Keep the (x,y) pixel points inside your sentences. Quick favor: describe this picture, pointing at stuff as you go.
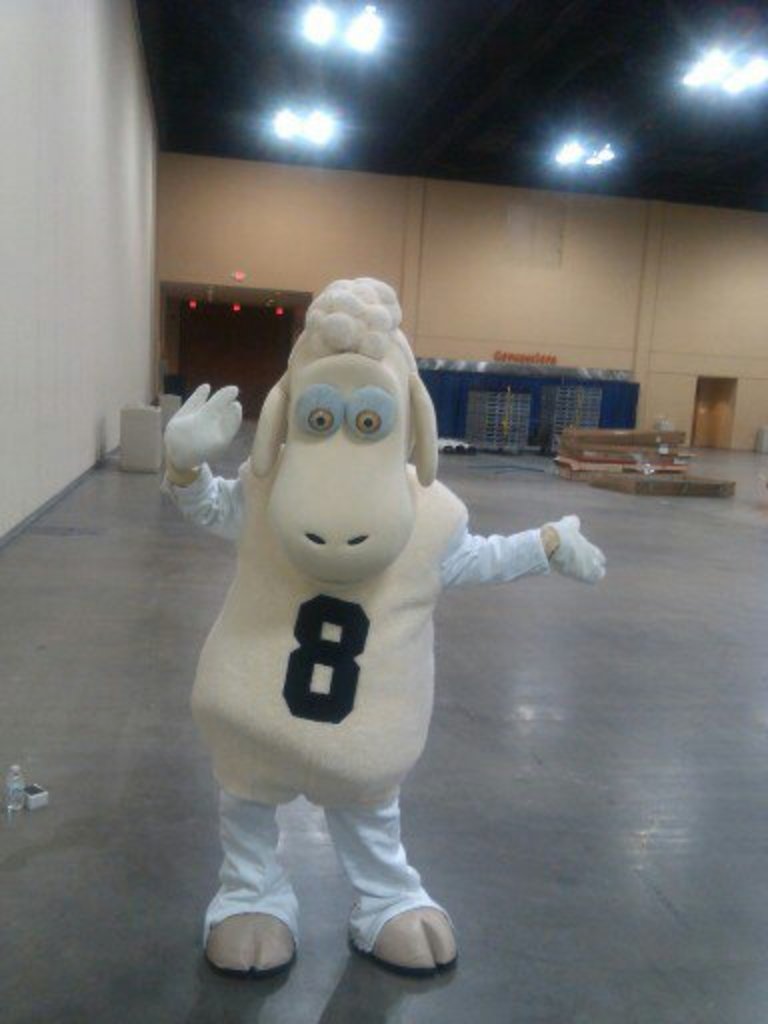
There is one person (347,645) standing on the floor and wearing an animal costume (322,594) in the middle of this image (308,575). There is one blue color rectangular box (451,405) is on the right side (517,405) to this person (336,552). There is a wall (543,295) in the background (537,301). There are some lights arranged at the top of this image (310,10).
